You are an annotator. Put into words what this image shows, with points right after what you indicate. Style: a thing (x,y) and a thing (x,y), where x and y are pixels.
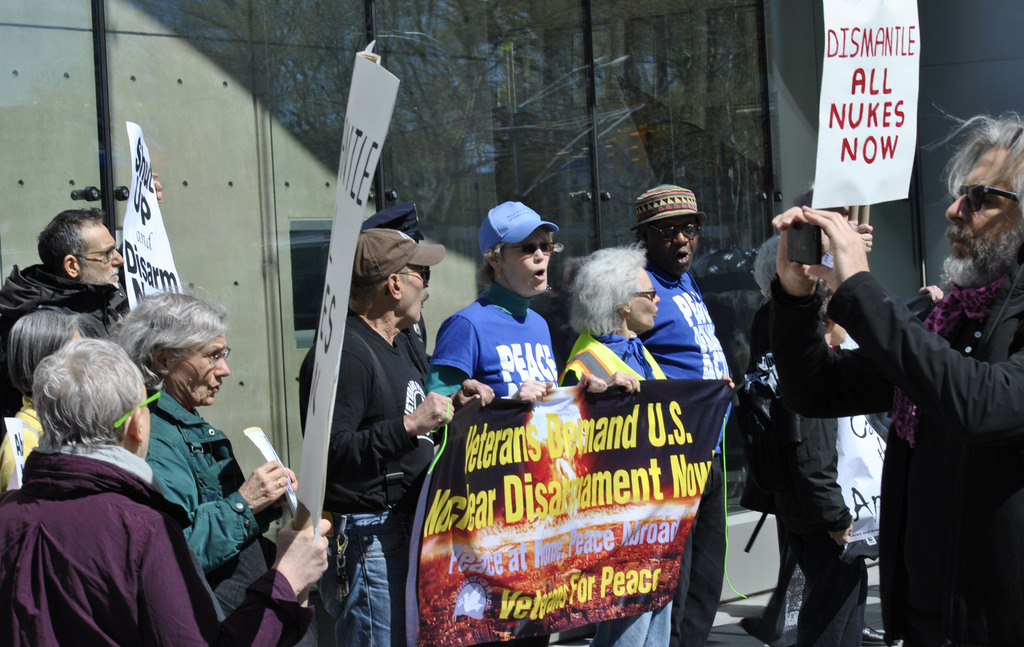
In this picture I can see four persons (532,372) who are holding the banner (548,496). On the right (987,489) there is a man (995,321) who is taking the picture in his mobile phone (813,234). On the left (113,340) I can see some peoples (77,425) were holding the posters (363,125). In the back (477,128) I can see the building (540,79), door (557,84), pipe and other objects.
